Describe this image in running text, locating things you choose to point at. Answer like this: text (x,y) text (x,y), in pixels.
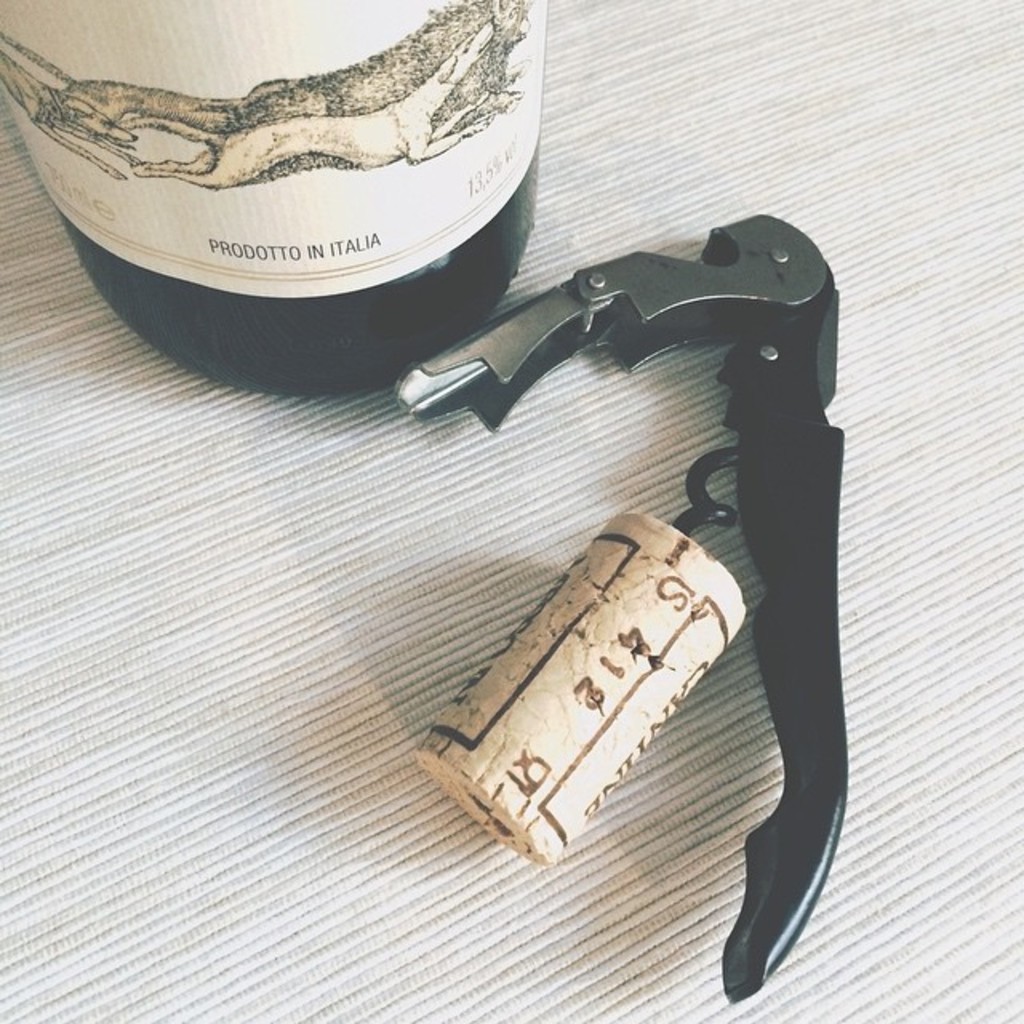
In the picture I can see a black color object (812,527) in the right corner (799,502) and there is a glass bottle (386,226) which has something written on it in the left top corner (317,125).
